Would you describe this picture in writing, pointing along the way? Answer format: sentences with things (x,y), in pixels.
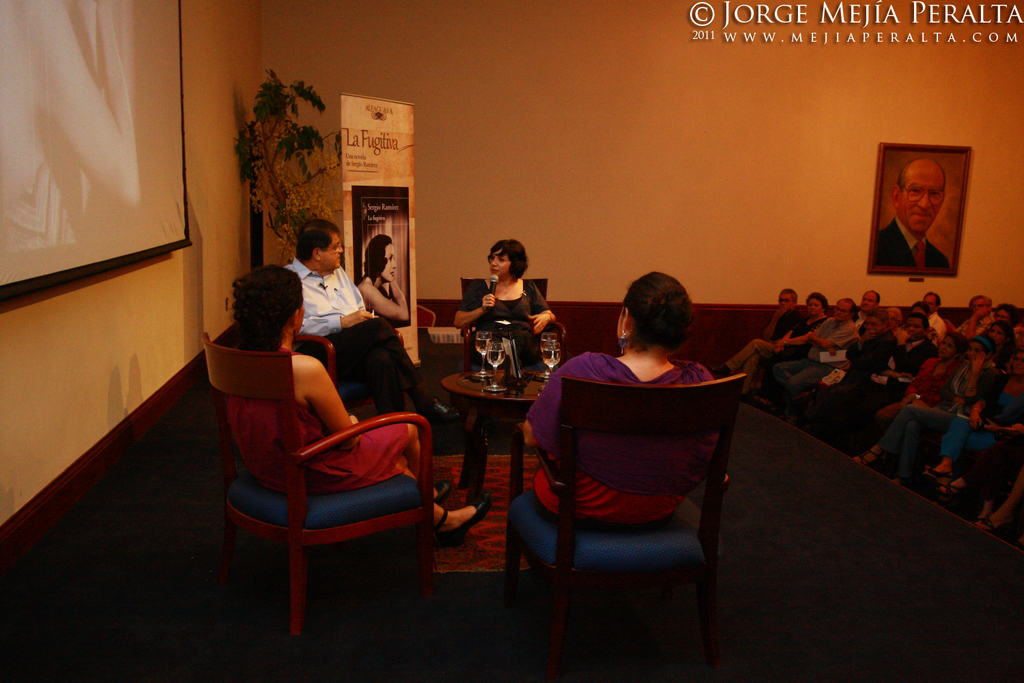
This is the picture where we have four people (354,374) sitting on the chair (359,426) in front of the table (496,399) on which there are some glasses (498,365) and in front of them there are some people (836,383) sitting on the chairs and there is a frame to the wall (822,249) and a screen (44,251) to the left side of the picture (107,230) and also a plant (281,183).
